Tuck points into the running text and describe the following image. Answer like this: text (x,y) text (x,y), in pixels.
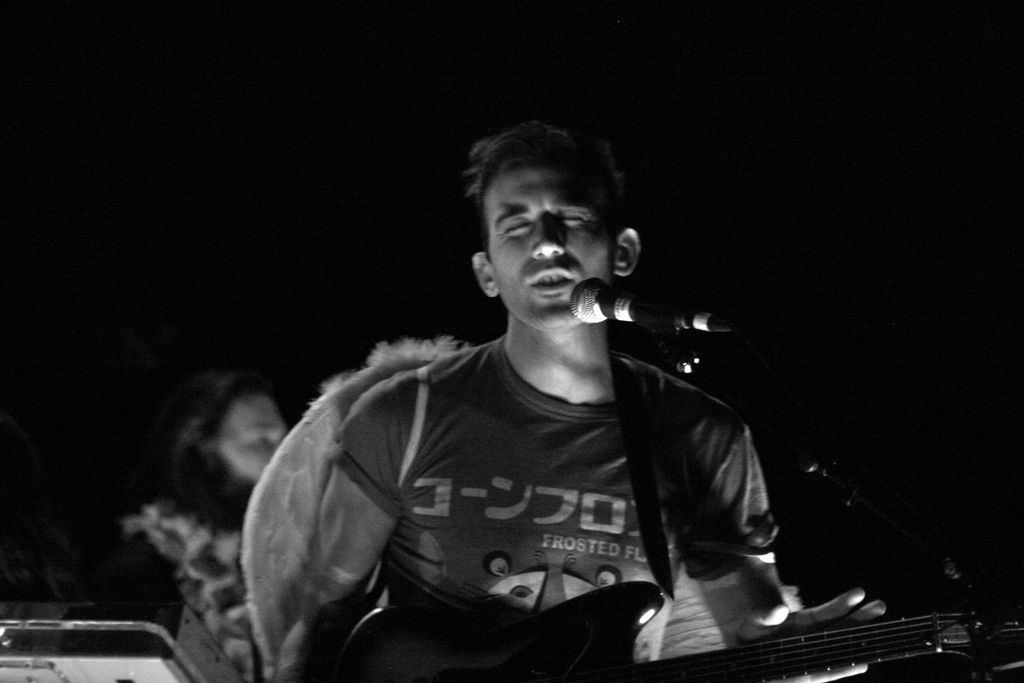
There is a man (681,415) standing in the center (521,292) and singing, holding a guitar (376,638) in his hands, there is a microphone (614,313) in front of him. In the background (211,447) there is a person (235,447) standing behind the man (534,280). On the left (133,671) there is object (74,667).
